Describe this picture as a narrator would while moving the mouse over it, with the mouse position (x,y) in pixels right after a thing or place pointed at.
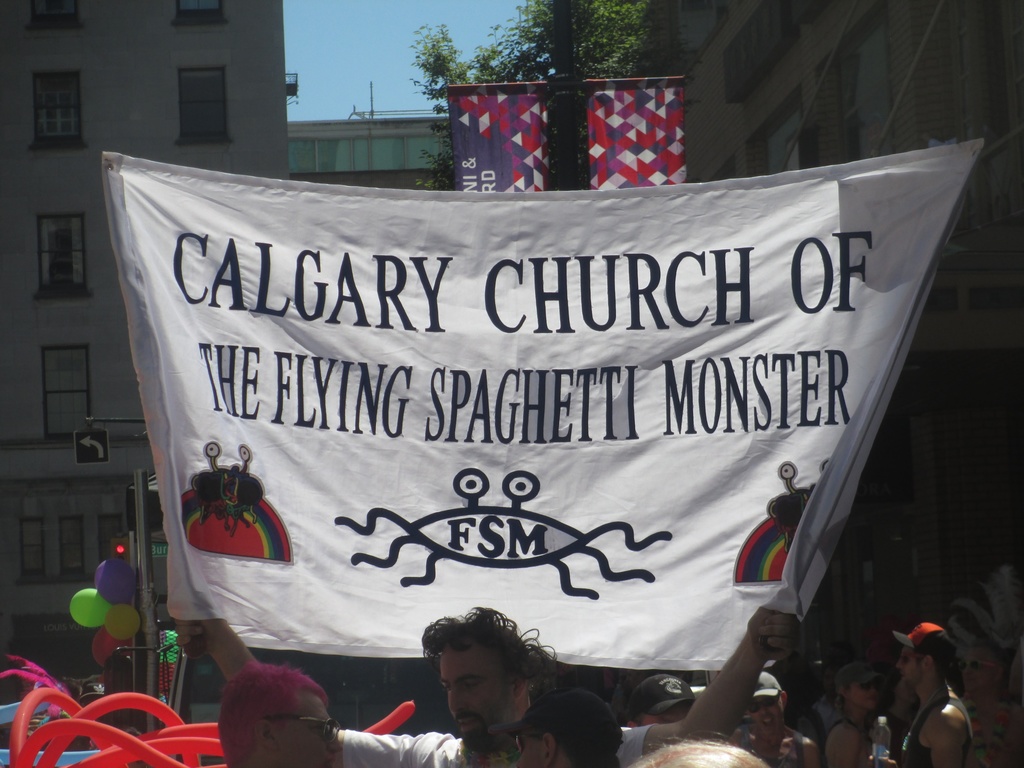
In this image we can see some buildings (230,114) with glass windows (219,76), one pole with wires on top of the glass building (386,122), some people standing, some trees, one object (289,98) attached to the left side building (264,76), some poles (146,556), some banners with text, some people (236,712) holding some objects (100,764), one board (85,447) with pole (140,544), some objects (96,656) on the ground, one man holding white banner (316,573) with text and images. At the top (408,67) there is the sky (296,70).
